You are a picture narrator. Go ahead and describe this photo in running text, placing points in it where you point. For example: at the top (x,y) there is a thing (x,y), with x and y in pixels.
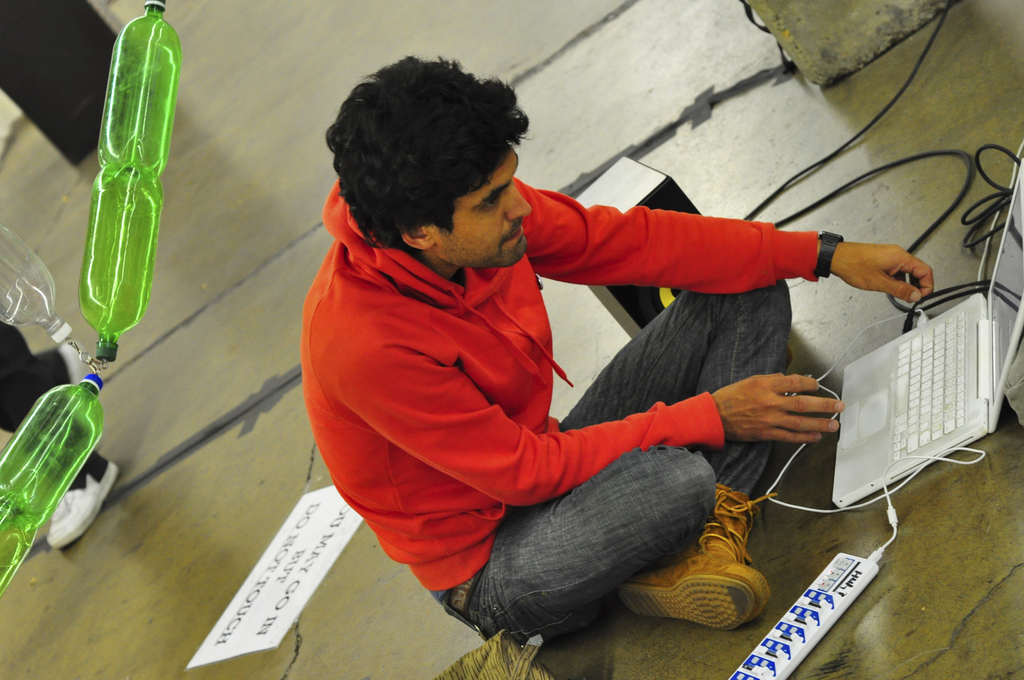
In this picture we can see a man (546,417) sitting on the floor (946,493), there is a laptop (982,436) in front of him, on the left side (90,291) we can see bottles (49,324), there is a paper (284,535) on the floor (337,596), we can see wires (958,199) here.
